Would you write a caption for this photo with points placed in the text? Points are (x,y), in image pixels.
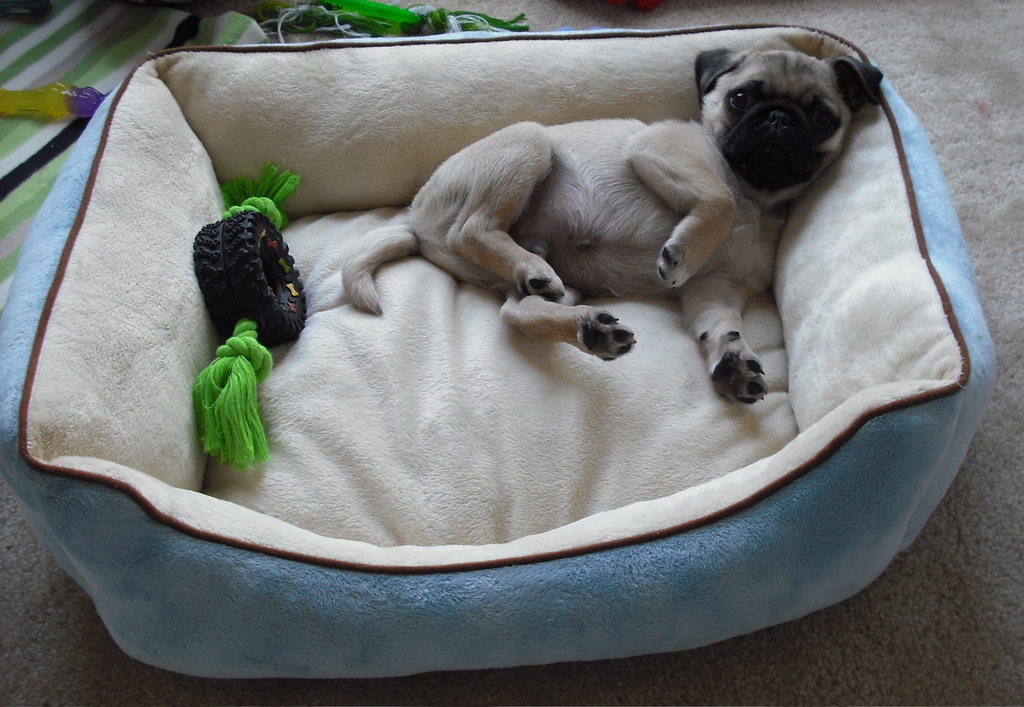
In this image we can see a pug (634,288) and a toy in a dog bed (347,476) which is placed on the floor (574,677). We can also see some objects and a cloth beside it.
